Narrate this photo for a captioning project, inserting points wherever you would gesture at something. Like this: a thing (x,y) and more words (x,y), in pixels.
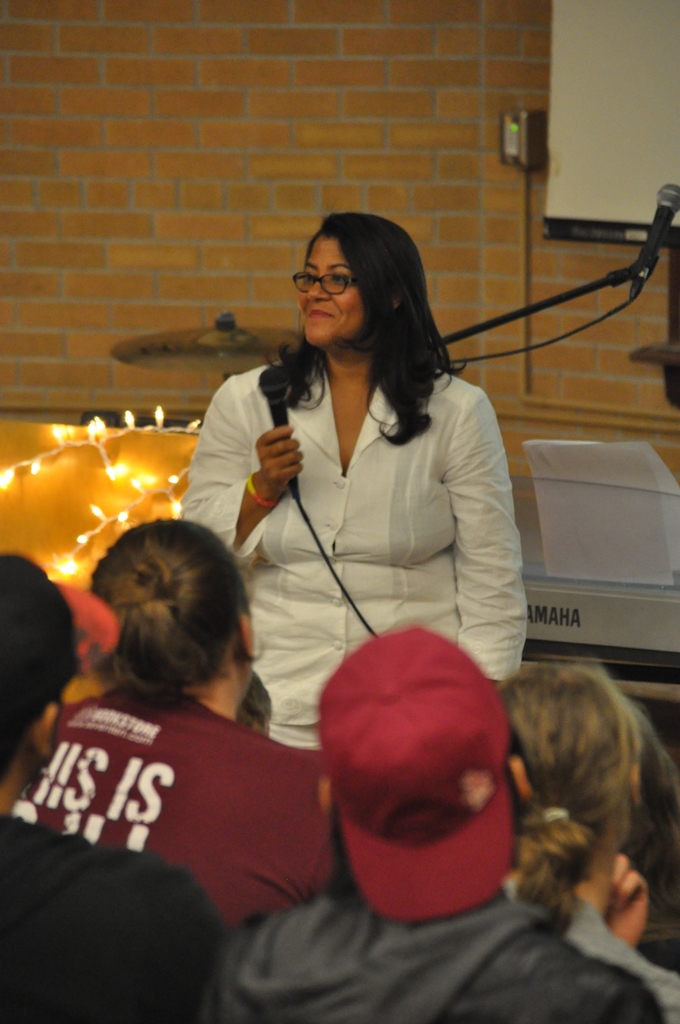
In this picture there is a woman (355,511) wearing white color shirt (366,545) is giving a speech on the microphone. In the front (158,782) there are some boys (414,876) sitting and listening to her. In the background (337,140) there is brown color brick wall (183,135) and some decorative lights (109,472).
